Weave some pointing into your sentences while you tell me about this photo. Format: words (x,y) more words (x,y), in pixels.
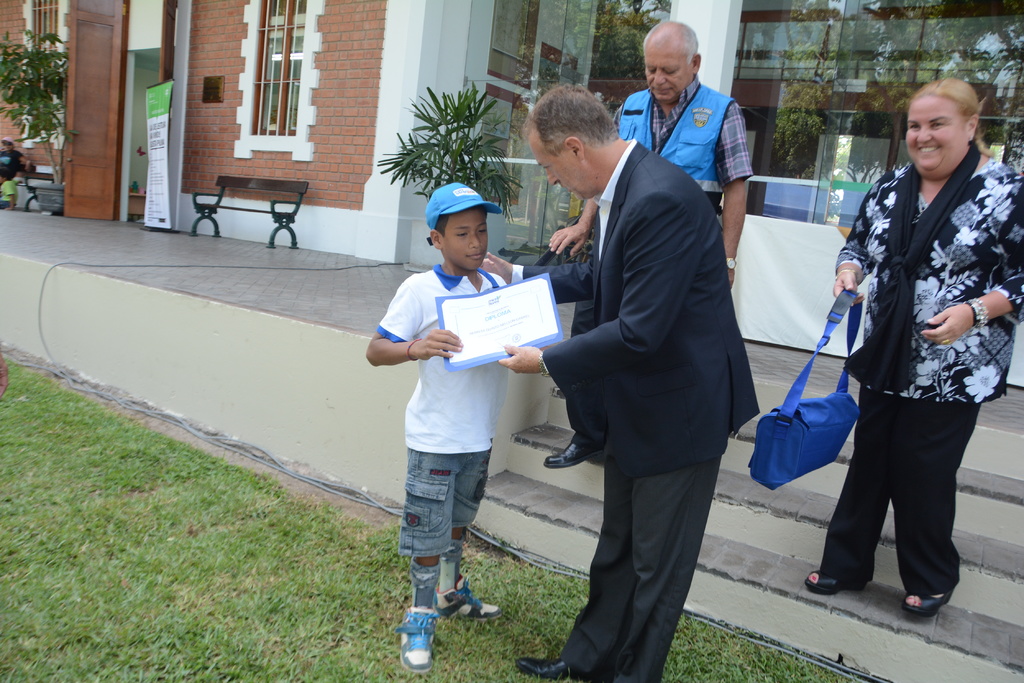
In this picture we can see four persons (952,310) standing, these two persons (648,349) are holding a paper (474,313), a woman (965,302) on the right side (886,363) is holding a bag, at the bottom (298,567) there is grass (274,630), in the background (594,42) we can see glass (589,54), plants (438,114), a bench (204,218), a door (109,142), a window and a banner (169,92).
